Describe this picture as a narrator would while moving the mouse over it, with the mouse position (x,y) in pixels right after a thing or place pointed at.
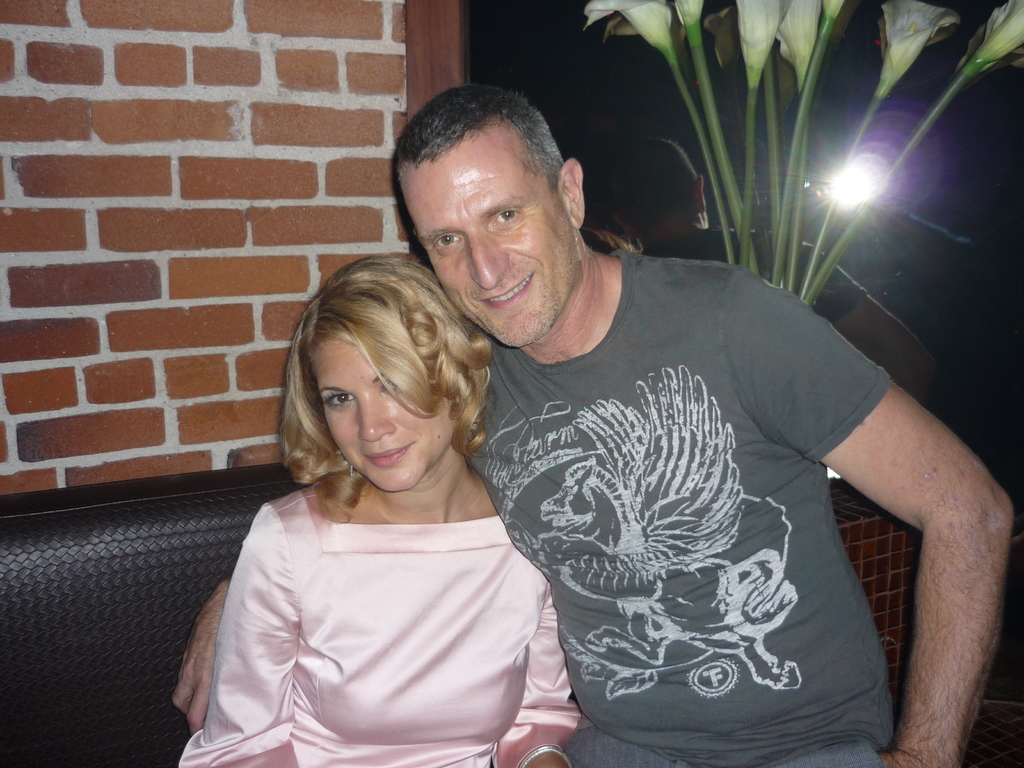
In this image I can see a woman (298,482) and I can see both of them are sitting. On the right side of this image (703,76) I can see few white colour flowers (816,82), a light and on the left side (195,58) I can see the wall (86,190). I can also see a black colour thing (228,501) on the bottom left side (220,512).
